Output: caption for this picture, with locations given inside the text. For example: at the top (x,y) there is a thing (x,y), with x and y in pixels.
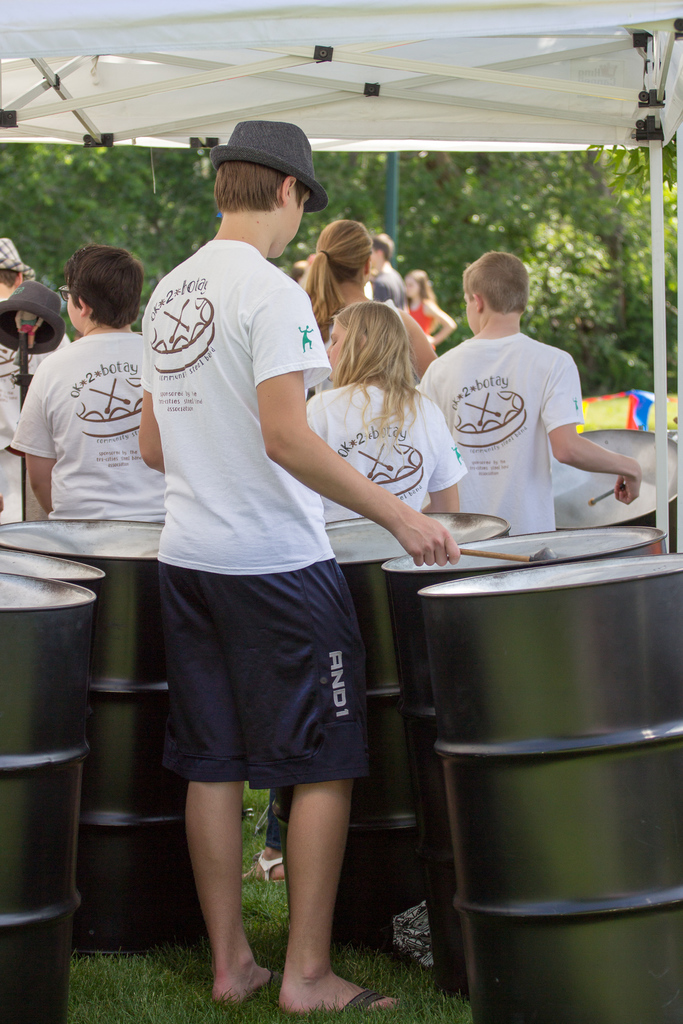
In this image we can see these people (415,518) wearing white T-shirts (81,496) and standing on the grass (276,903) and we can see the drums (30,527) here. Here we can see the tents (30,106). The background of the image (6,178) is blurred, where we can see a few more people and trees (25,220).
